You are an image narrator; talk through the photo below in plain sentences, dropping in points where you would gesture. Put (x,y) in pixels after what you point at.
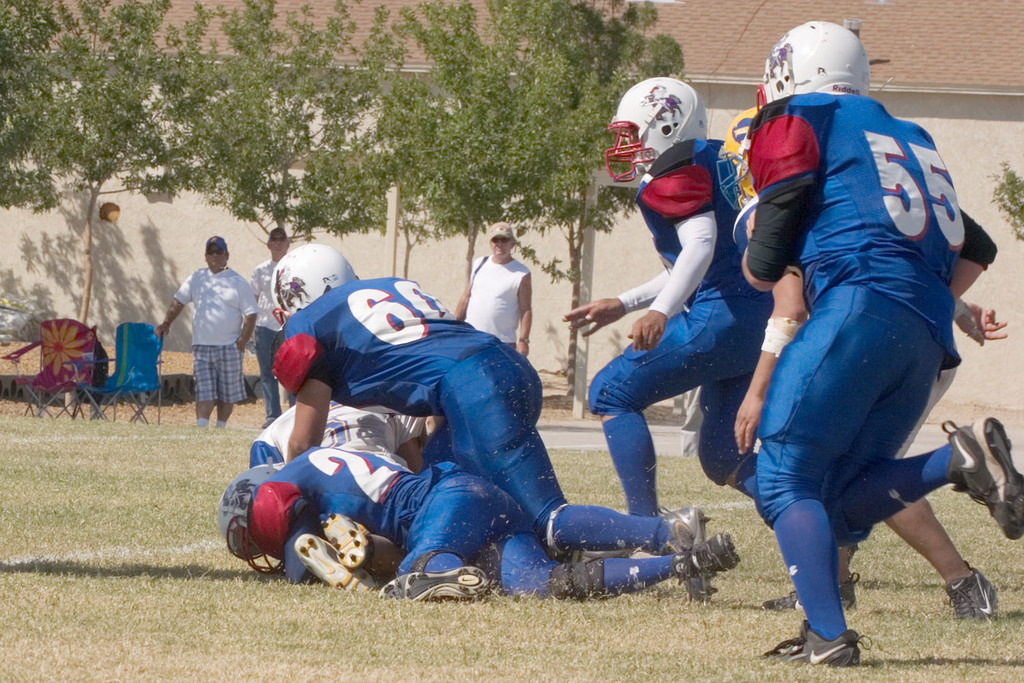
In this image I can see few persons (453,464) wearing blue jersey (869,214) are standing on the ground (722,641) and few (534,593) are laying on the ground (655,641). I can see they are wearing helmets (316,280) which are white in color. In the background (514,270) I can see few other persons (530,295) standing, few chairs (158,339), some grass (74,442), few trees (215,98), the white colored wall (938,133) and red colored roof (939,54).
